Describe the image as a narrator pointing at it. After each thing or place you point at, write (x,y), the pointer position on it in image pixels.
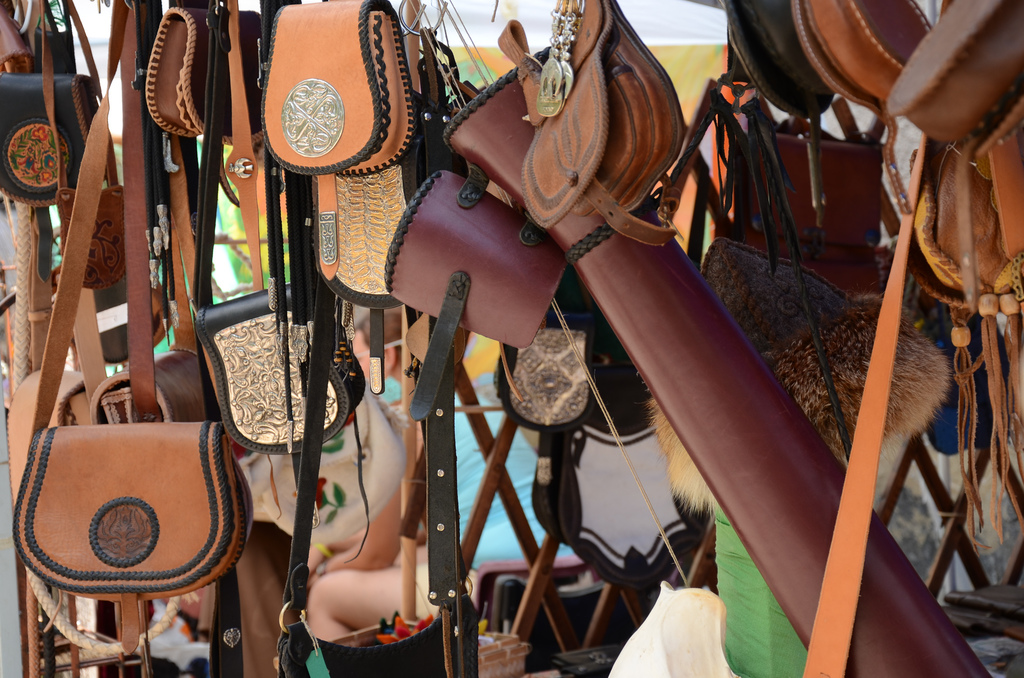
In this image I can see many bags (189,541) which are in brown, black and cream color. In the background (474,485) I can see few people (501,516) and I can also see the banner (693,81).
